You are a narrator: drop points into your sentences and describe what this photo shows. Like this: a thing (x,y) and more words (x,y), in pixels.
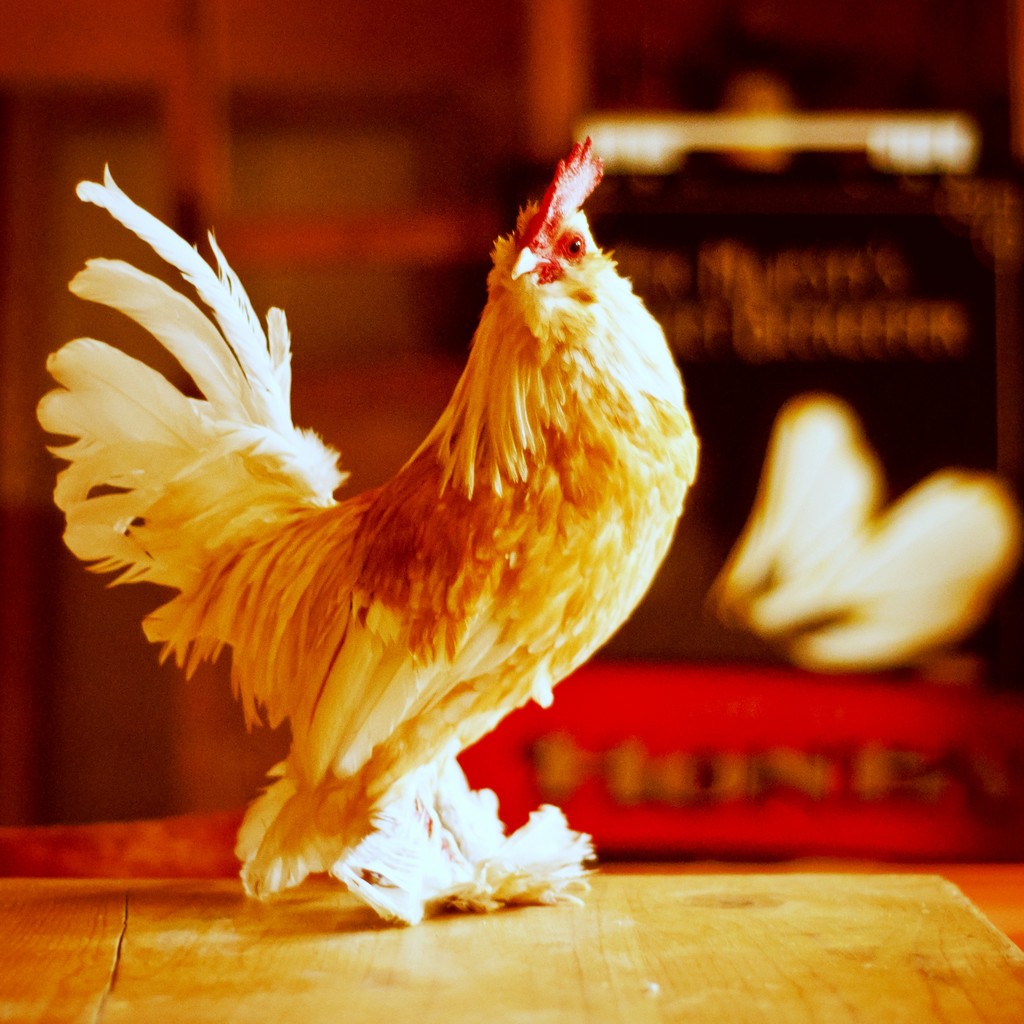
In the picture we can see a cock (293,542) with feathers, which is placed on the wooden plank (730,931) and behind it, we can see some things (800,605) are placed which are not clearly visible.
